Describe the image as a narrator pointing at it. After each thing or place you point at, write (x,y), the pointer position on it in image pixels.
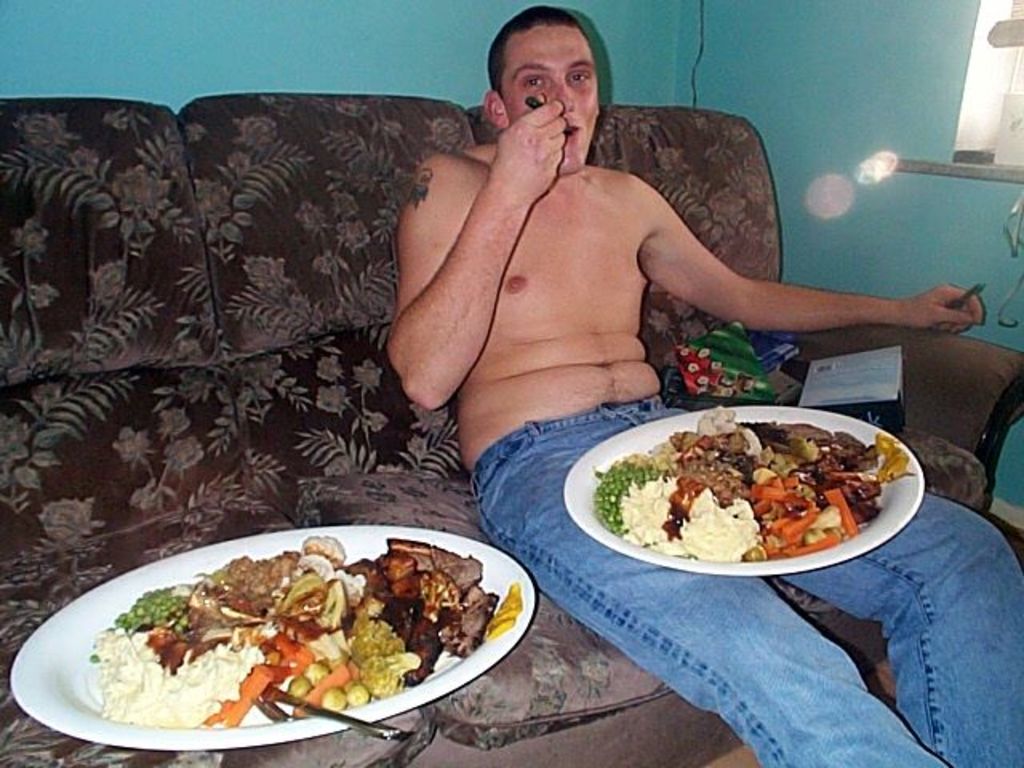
In this image there is a man (756,579) sitting on a sofa (37,335), on his lap (549,464) and on sofa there are plates (584,523) on that plates (113,619) there are food items (384,566), in the background (783,45) there is a wall (848,124).
